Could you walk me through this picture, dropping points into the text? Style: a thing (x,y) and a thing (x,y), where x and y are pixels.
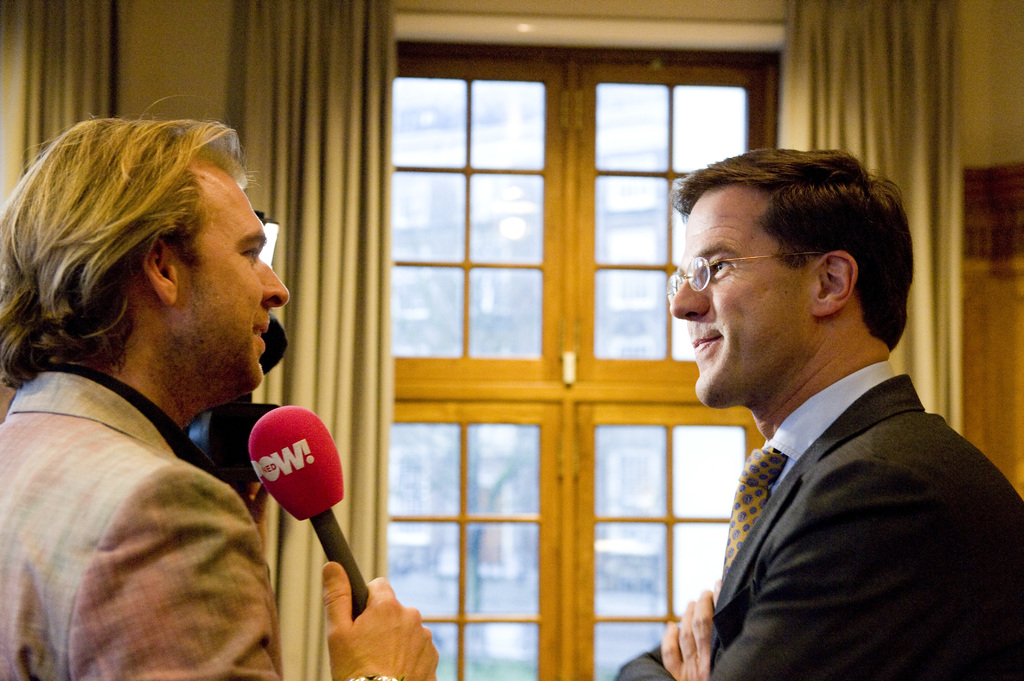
here in this picture we can see two persons (24,287) one person (208,553) is catching the microphone (323,460) another person (816,512) is listening to him, we can also see curtain (365,118) near window (538,228).
